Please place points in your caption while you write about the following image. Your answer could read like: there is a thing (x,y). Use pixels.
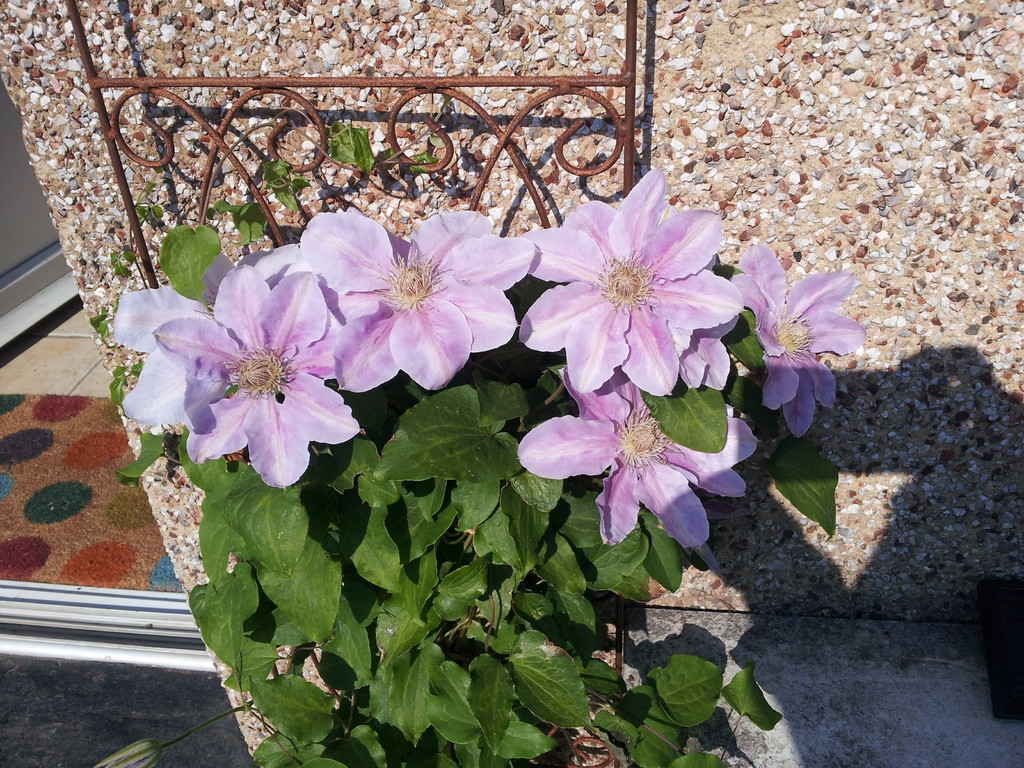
In this image we can see plant (527,452) with flowers (362,264). In the background of the image (670,76) there is wall (1004,152). At the bottom of the image (109,730) there is floor (86,711). To the left side of the image (81,420) there is a doormat (53,500).
